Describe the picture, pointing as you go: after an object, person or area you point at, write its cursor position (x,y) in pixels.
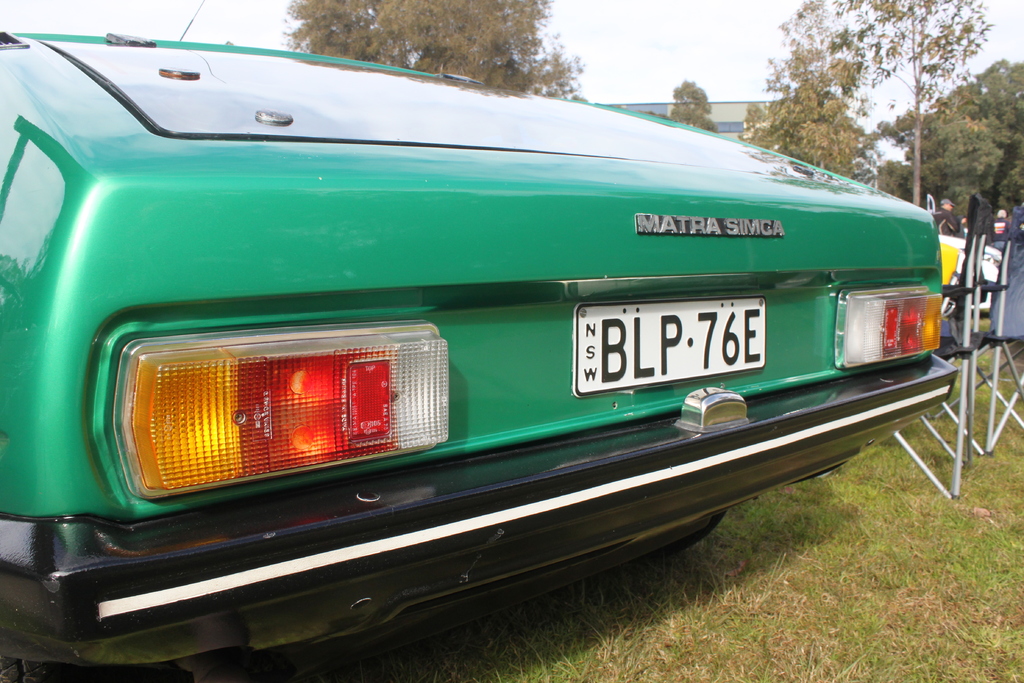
In this image there is a car (854,332) on the surface (840,576) of the grass (849,562). Beside the car (890,355) there are chairs (971,324). At the background (743,111) there is a building (732,117) and trees (914,107).
